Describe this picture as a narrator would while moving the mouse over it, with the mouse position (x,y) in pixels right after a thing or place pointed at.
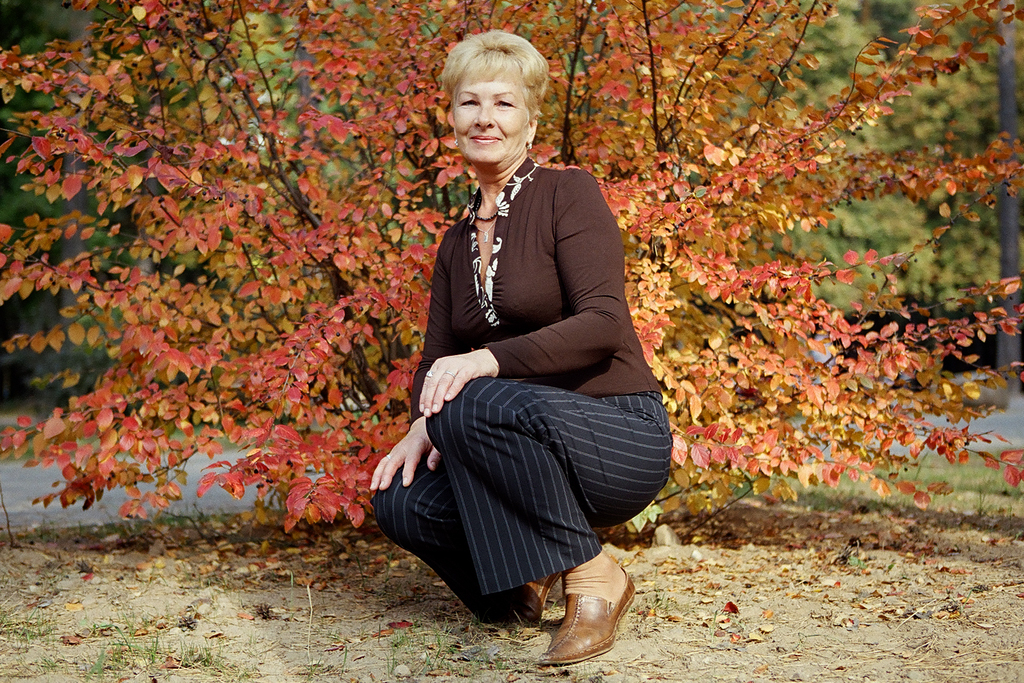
In this picture we can see a woman (588,338) wearing brown t-shirt (580,374) is squatting on the ground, smiling and giving a pose to the camera. In the background (389,212) there is a tree (306,347) with orange and red color leaves (278,283).
